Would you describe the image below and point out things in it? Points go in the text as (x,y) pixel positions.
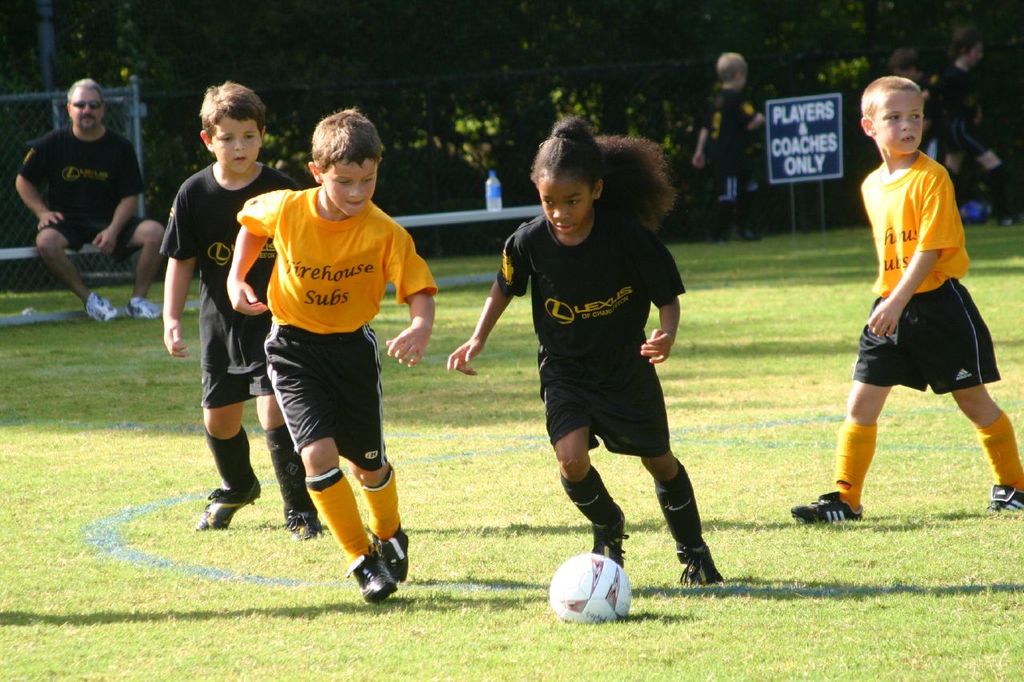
In the center of the image (352,407) we can see some persons (316,417) are playing. In the background of the image (433,123) we can see mesh (425,128), trees (668,128), board (769,138), a man (107,134) is sitting on a bench (509,214) and we can see a bottle (489,190). At the bottom of the image (453,587) we can see ground (480,581), ball (554,572).
